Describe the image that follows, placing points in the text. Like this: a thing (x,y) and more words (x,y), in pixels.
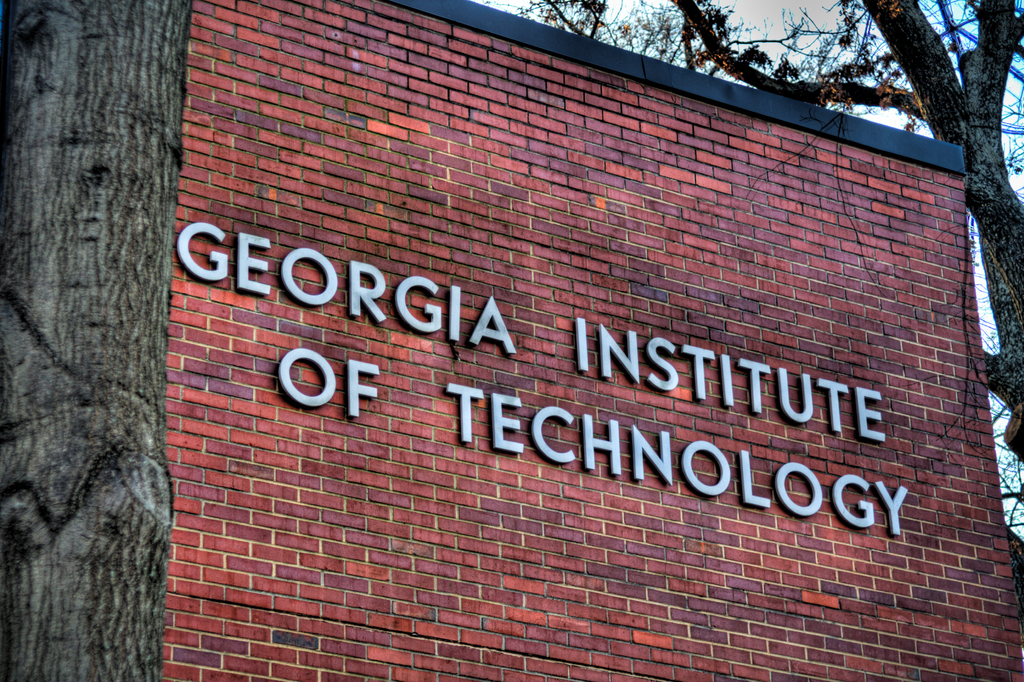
There is a trunk (122,295) on the left side of the image (136,278) and text (282,363) on a wall (540,337) in the center (634,432). There is a tree (840,52) and sky (777,53) in the background (972,147).
